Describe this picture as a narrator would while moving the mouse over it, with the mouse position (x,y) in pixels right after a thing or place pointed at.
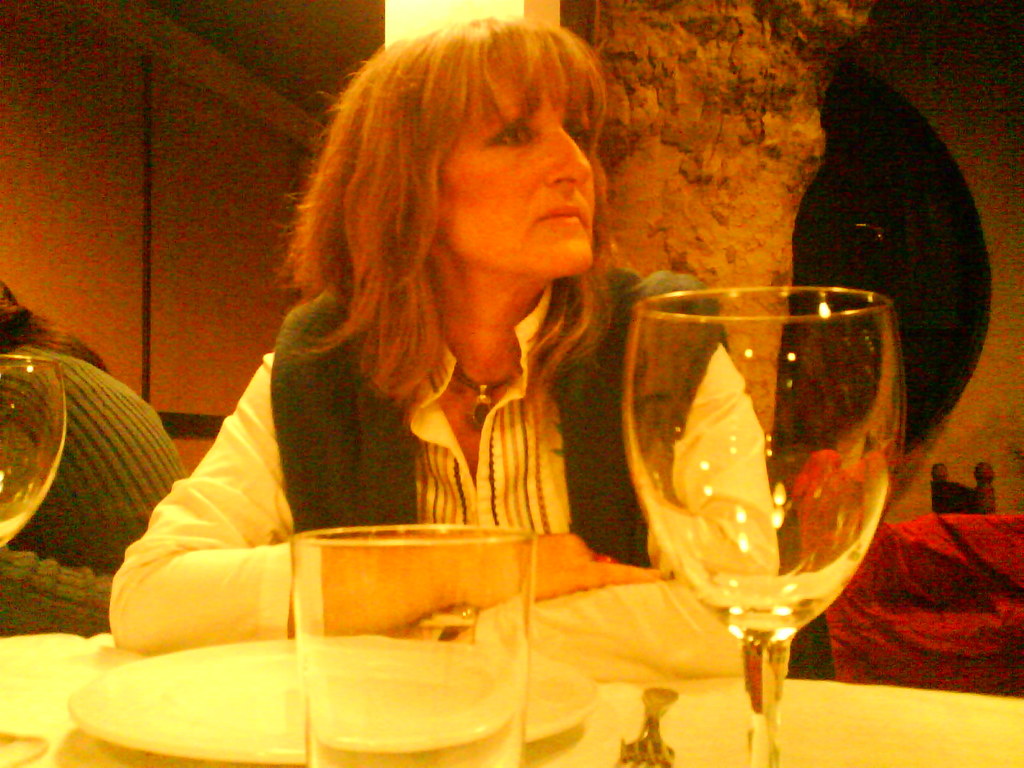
In this image we can see persons (190,582) sitting on the chairs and a table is placed in front of them. On the table (437,641) we can see crockery (493,613) and cutlery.
